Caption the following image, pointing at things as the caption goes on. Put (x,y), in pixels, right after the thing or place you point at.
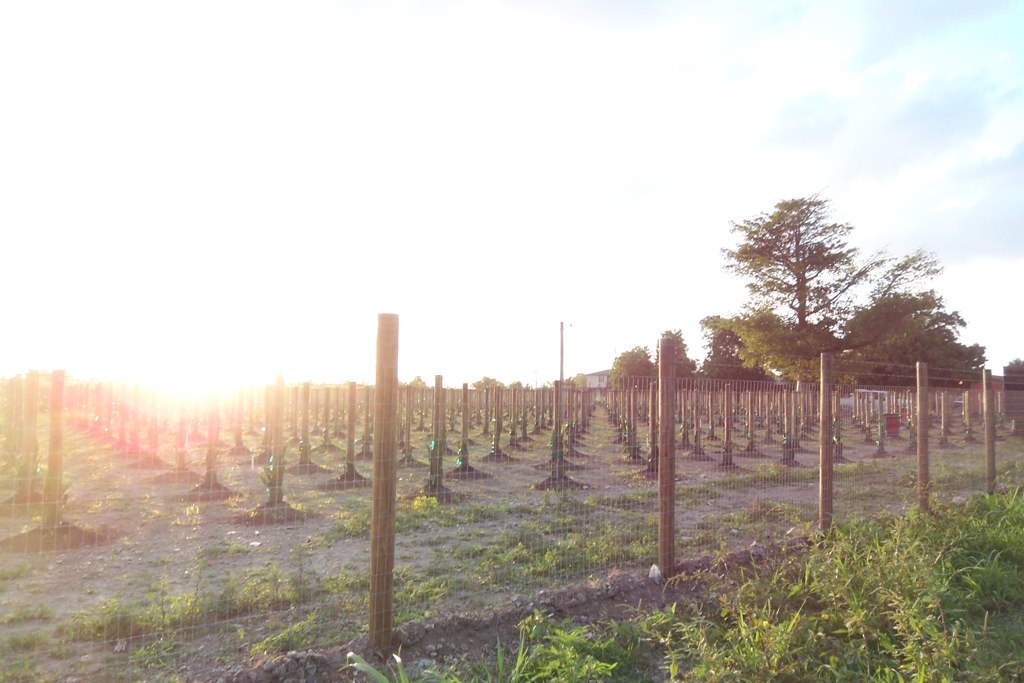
In this picture we can see fences (392,584), plants (638,535), trees (914,325) and in the background (526,336) we can see the sky (714,51) with clouds (770,87).
